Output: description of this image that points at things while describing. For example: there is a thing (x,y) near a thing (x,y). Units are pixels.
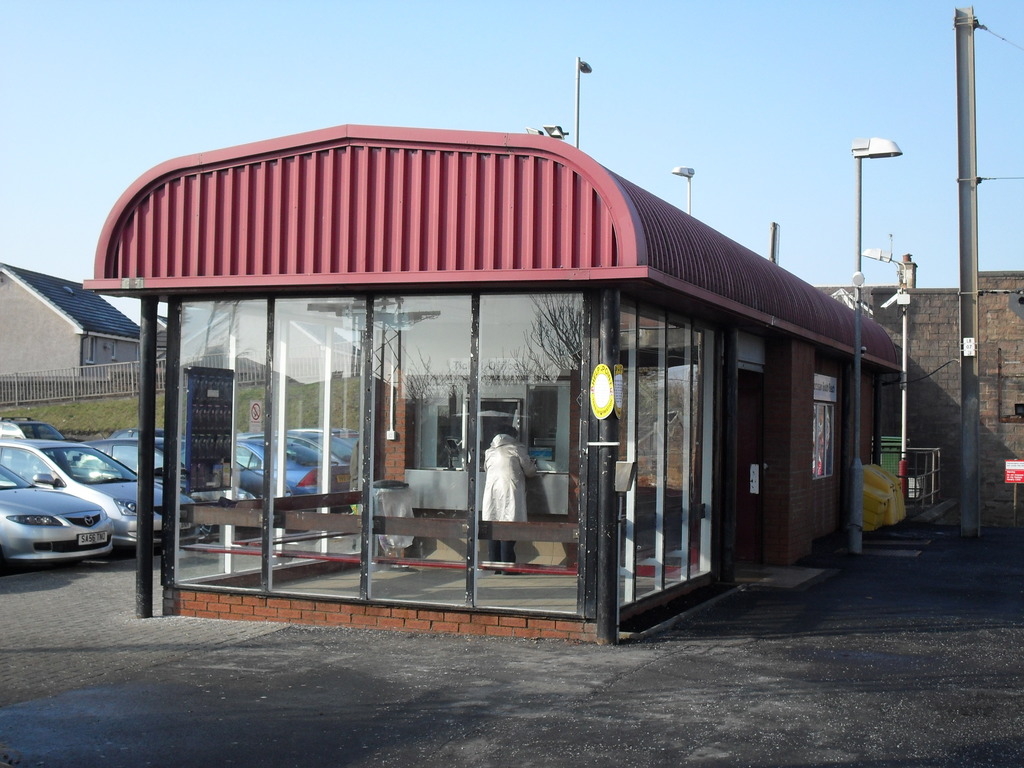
In this image we can see the shed (526,411) and through the glass window (504,375) of the shed (536,457) we can see a person (505,554) standing. Image also consists of the fence (86,380), house (114,340), light poles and also the cars (83,512) parked on the path (373,648). We can also see the sky (476,115).
